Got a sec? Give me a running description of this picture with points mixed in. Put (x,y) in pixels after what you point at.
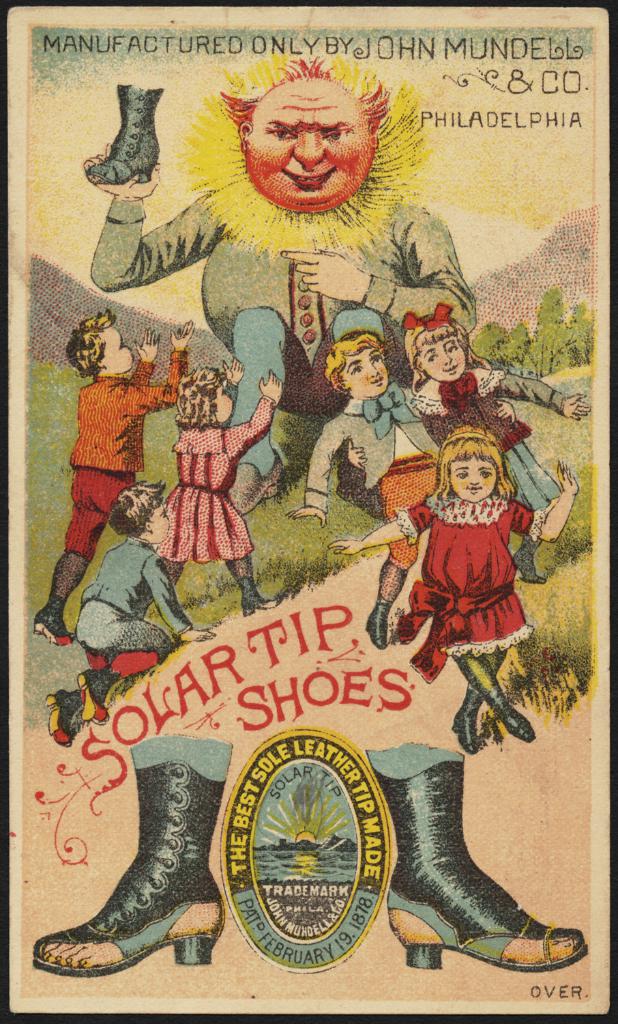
In the middle (408,482) it is a drawing (556,451), there are children (392,595) on this and trees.
